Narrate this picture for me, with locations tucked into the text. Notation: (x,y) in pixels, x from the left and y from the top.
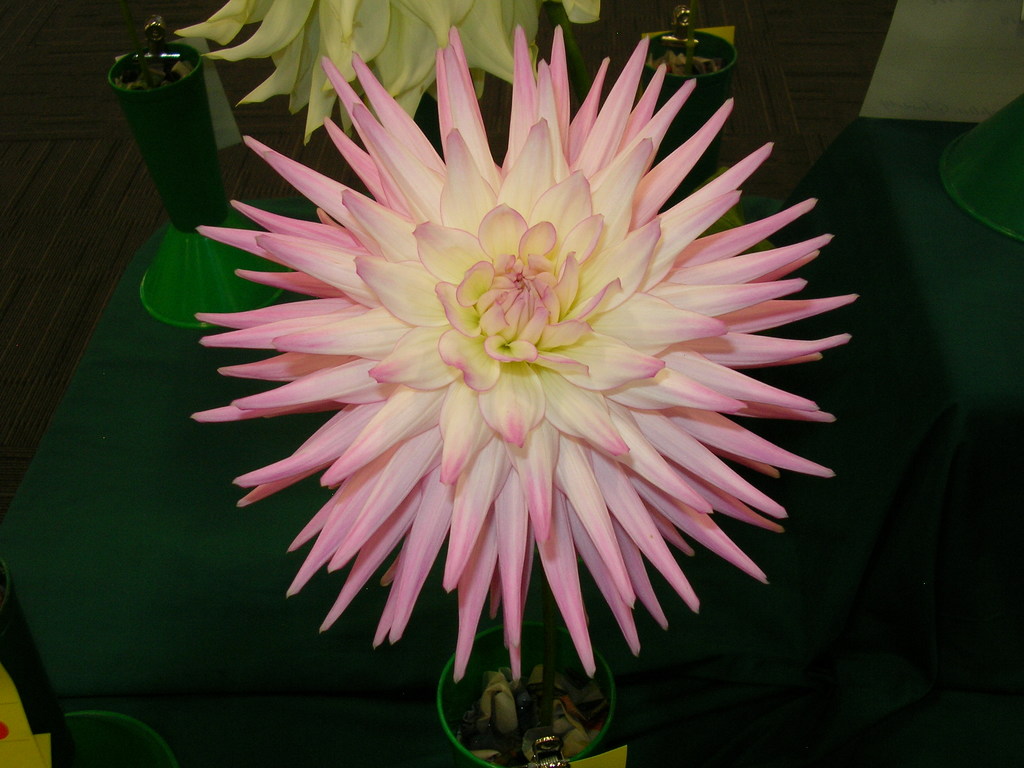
In the image we can see there is a flower (604,429) which is kept on the green colour stage (966,261).
